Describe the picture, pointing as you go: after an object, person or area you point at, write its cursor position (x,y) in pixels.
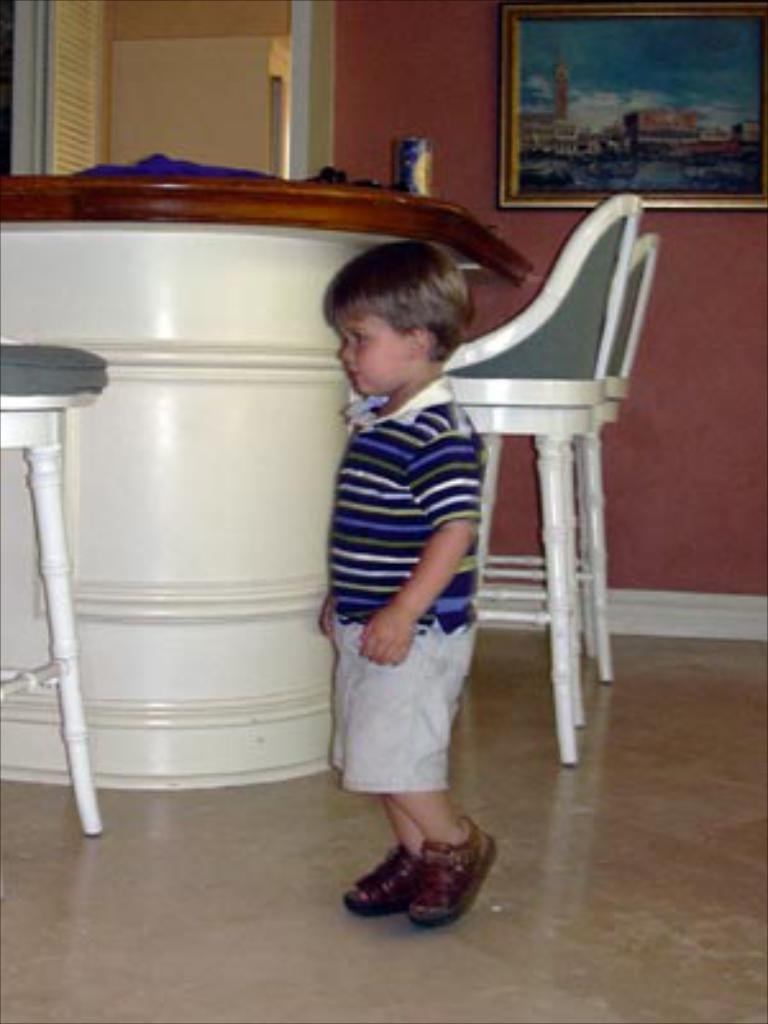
In this picture there is a boy (369,537) standing. There are three chairs (631,278) and a purple cloth (246,170), bottle (399,150) on the desk (253,263). There is a frame (593,176) on the wall (458,124).
